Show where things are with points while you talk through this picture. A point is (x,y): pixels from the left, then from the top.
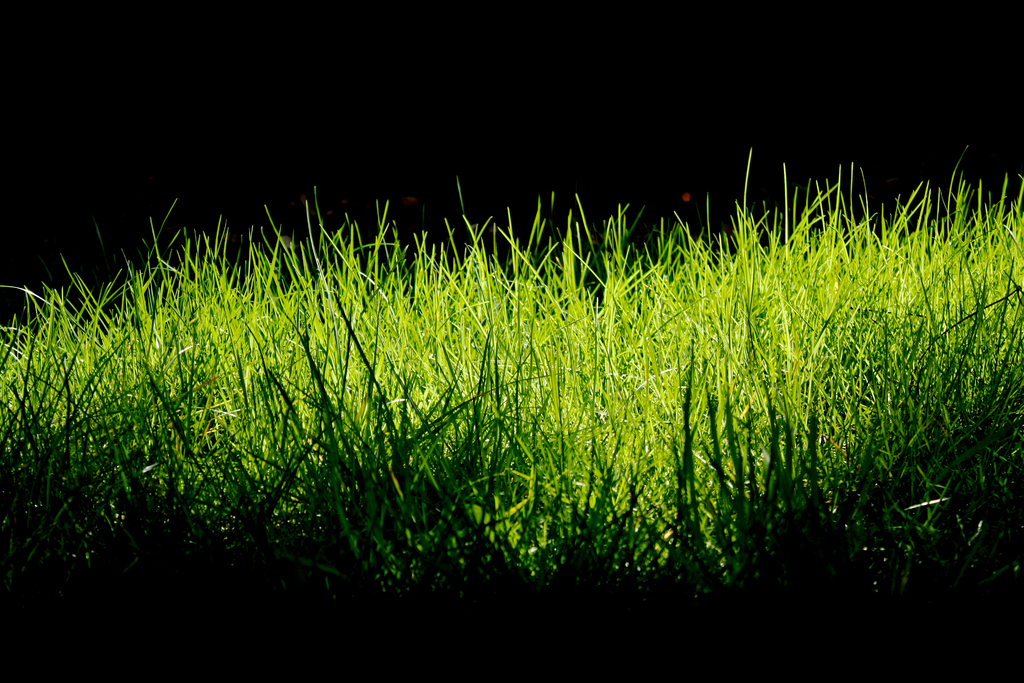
In this image we can see grass (399,413).
